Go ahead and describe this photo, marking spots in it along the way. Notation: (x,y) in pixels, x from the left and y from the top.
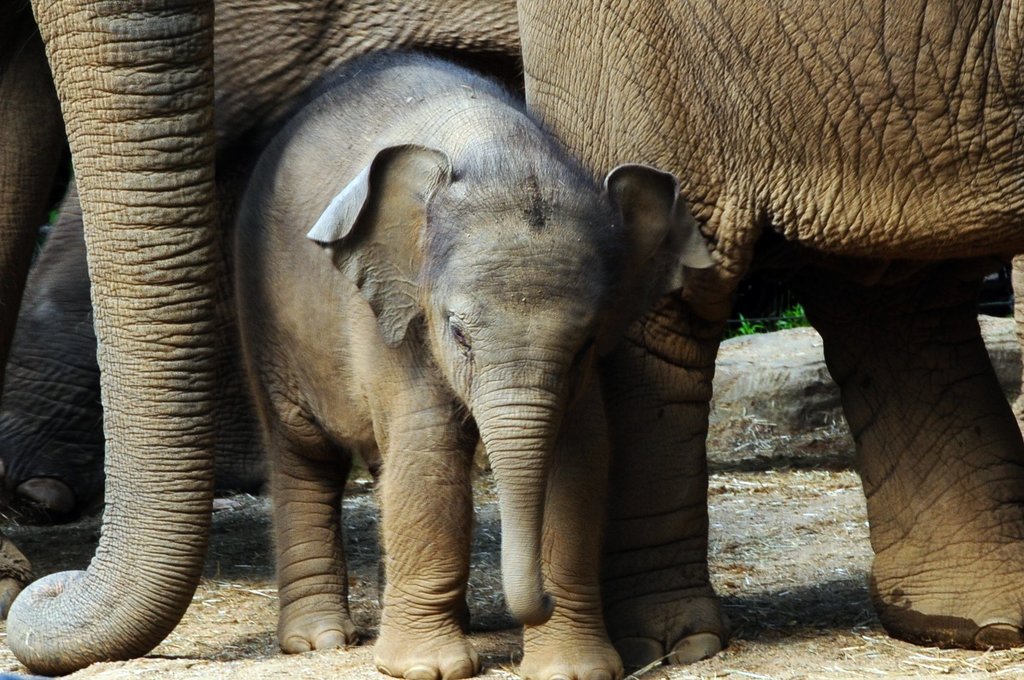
In this image we can see a baby elephant (368,302) and elephants (281,110). At the bottom of the image (785,641) there is ground (237,644).
